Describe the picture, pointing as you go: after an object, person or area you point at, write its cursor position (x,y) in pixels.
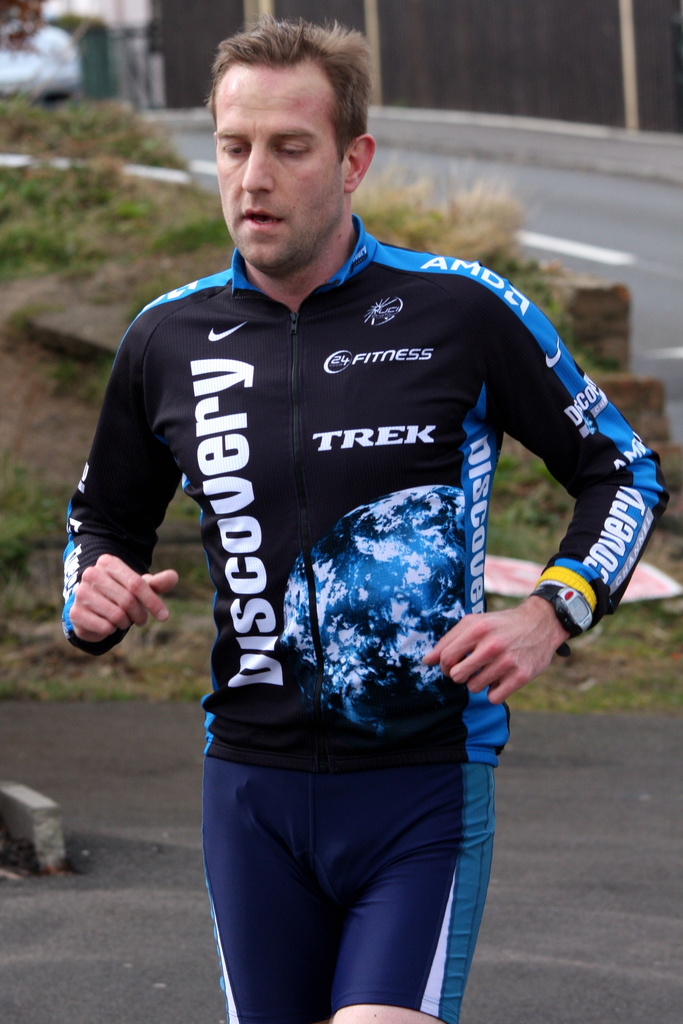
In this image there is a person (436,573) running on the road (662,1007) behind him there is grass (190,228), plants (436,202) and building (662,122).
